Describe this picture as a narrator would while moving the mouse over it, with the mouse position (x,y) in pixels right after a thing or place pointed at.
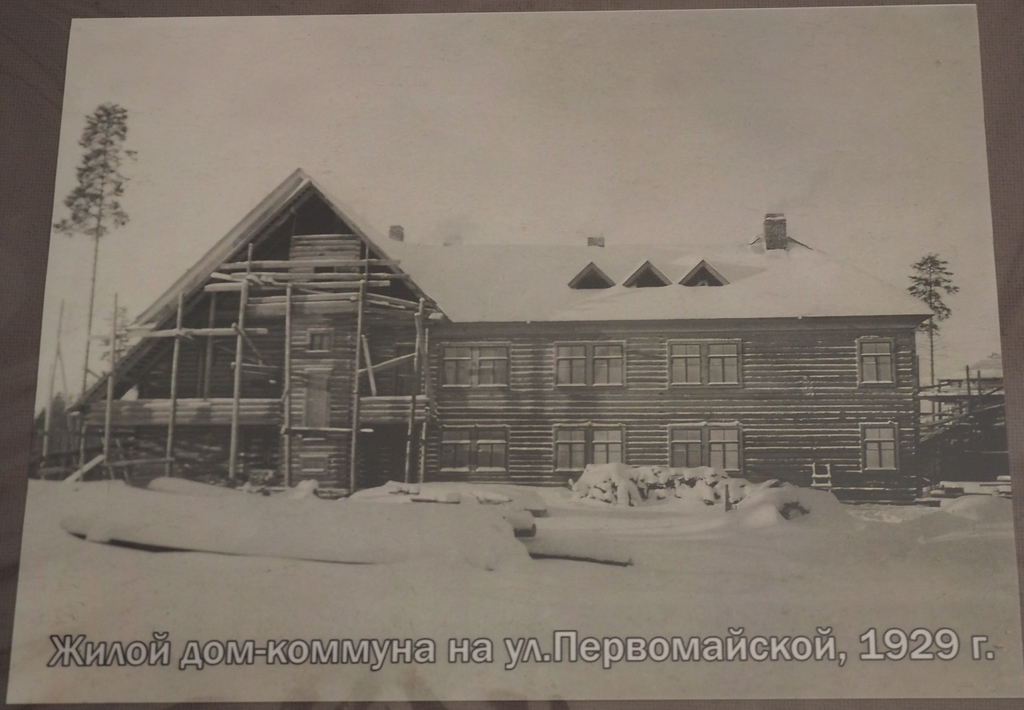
This is a black and white picture. Here we can see buildings (419,468), trees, and snow (605,545). At the bottom of the picture (791,663) we can see something is written on it.
